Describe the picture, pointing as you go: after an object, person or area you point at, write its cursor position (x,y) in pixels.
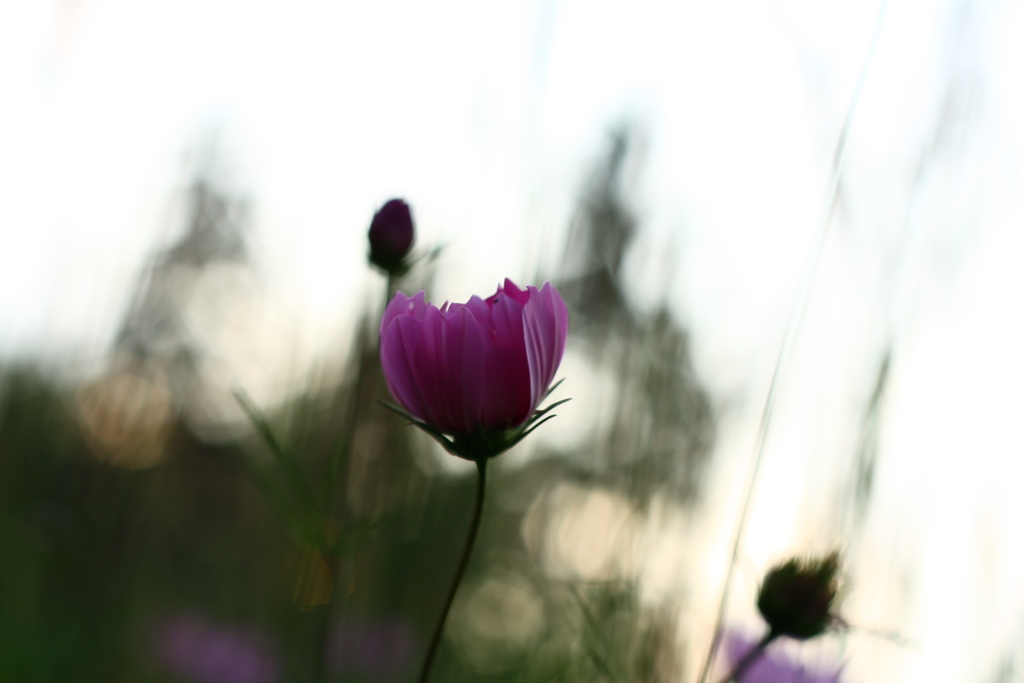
In this image I can see few purple colour flowers (523,418) and I can see this image is blurry from background (897,551).
